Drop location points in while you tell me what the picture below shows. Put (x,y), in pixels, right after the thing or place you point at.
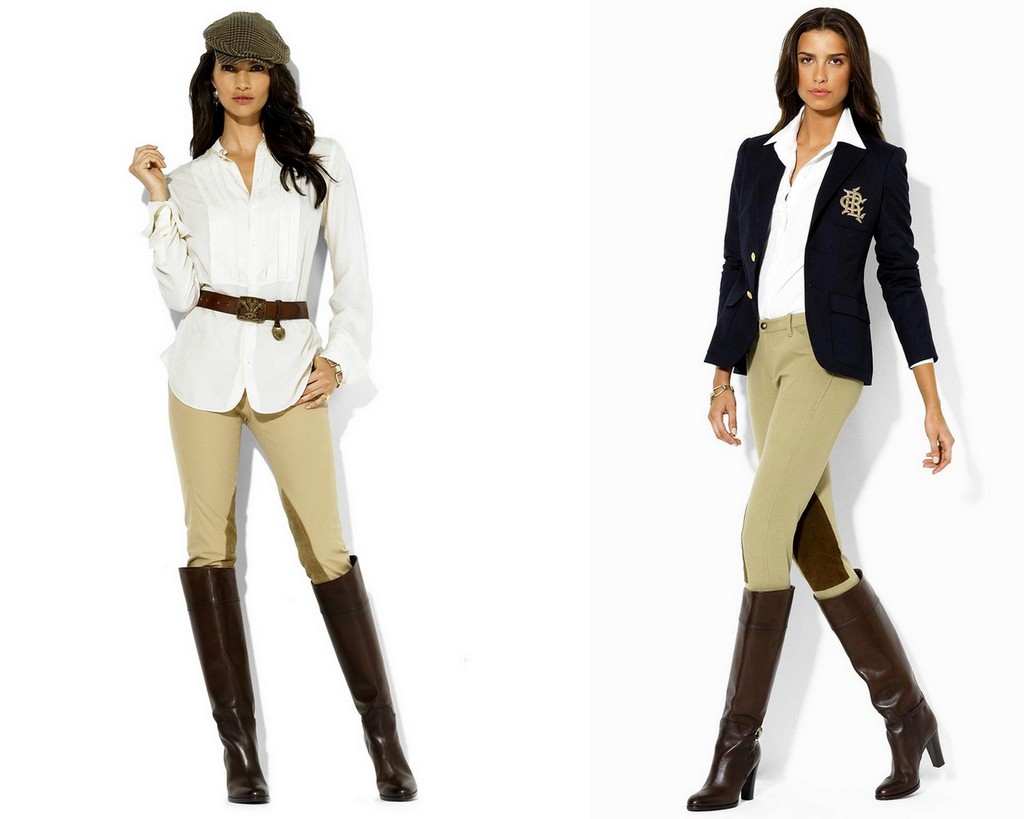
This is a collage picture, we can see a woman (219,293) in the white shirt (214,248) with a cap (244,46) is standing and in the second picture we can see a woman (767,336) is in walking motion.
